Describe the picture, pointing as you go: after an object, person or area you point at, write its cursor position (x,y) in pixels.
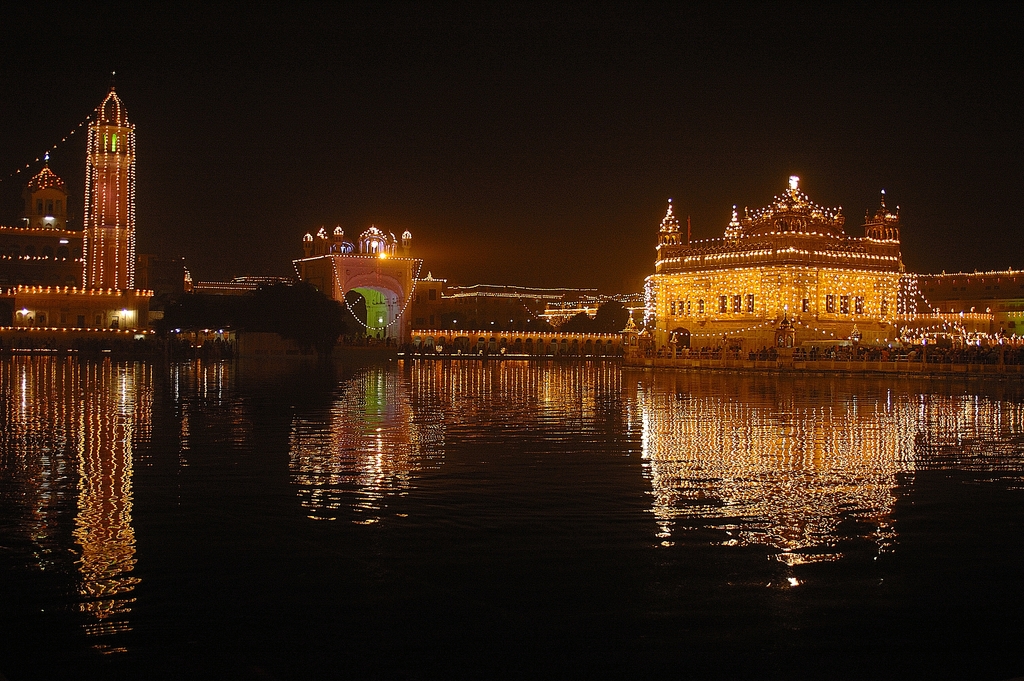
In this image I can see water (220,398), few buildings (440,323) and lights (103,221) as decoration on these buildings (672,305). I can also see this image is little bit in dark.
